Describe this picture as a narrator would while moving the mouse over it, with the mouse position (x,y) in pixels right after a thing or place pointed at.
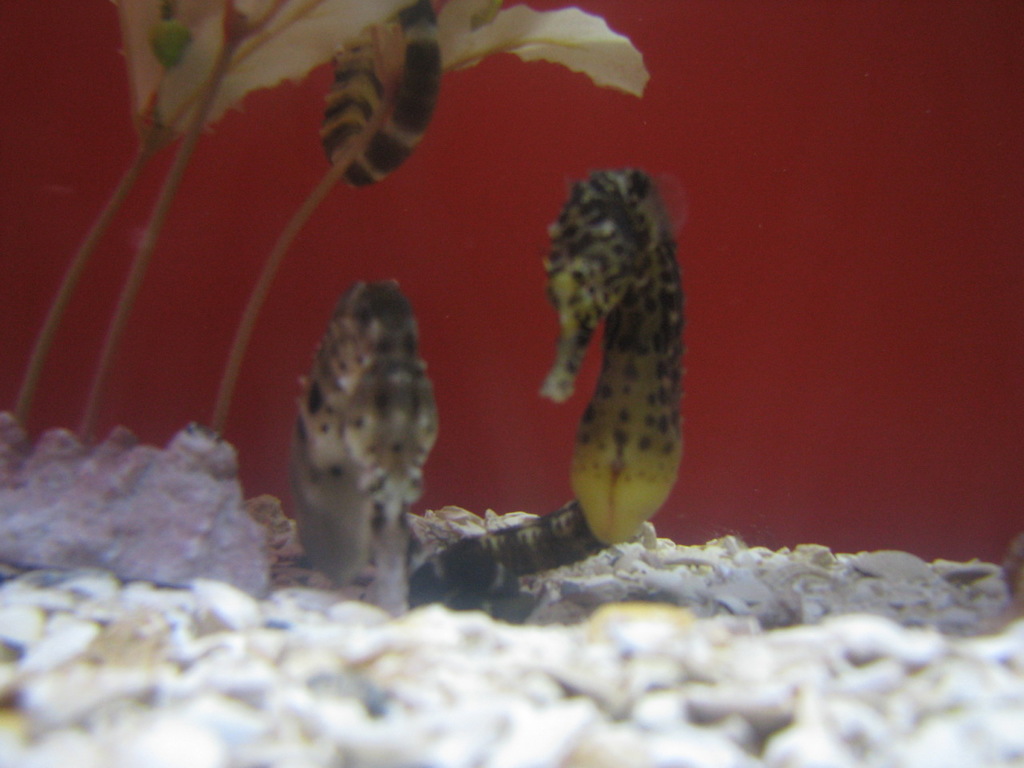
In this image we can see seahorses (386,417). On the left (336,1) there is a flower (329,13). At the bottom (129,651) there are stones (579,634).
